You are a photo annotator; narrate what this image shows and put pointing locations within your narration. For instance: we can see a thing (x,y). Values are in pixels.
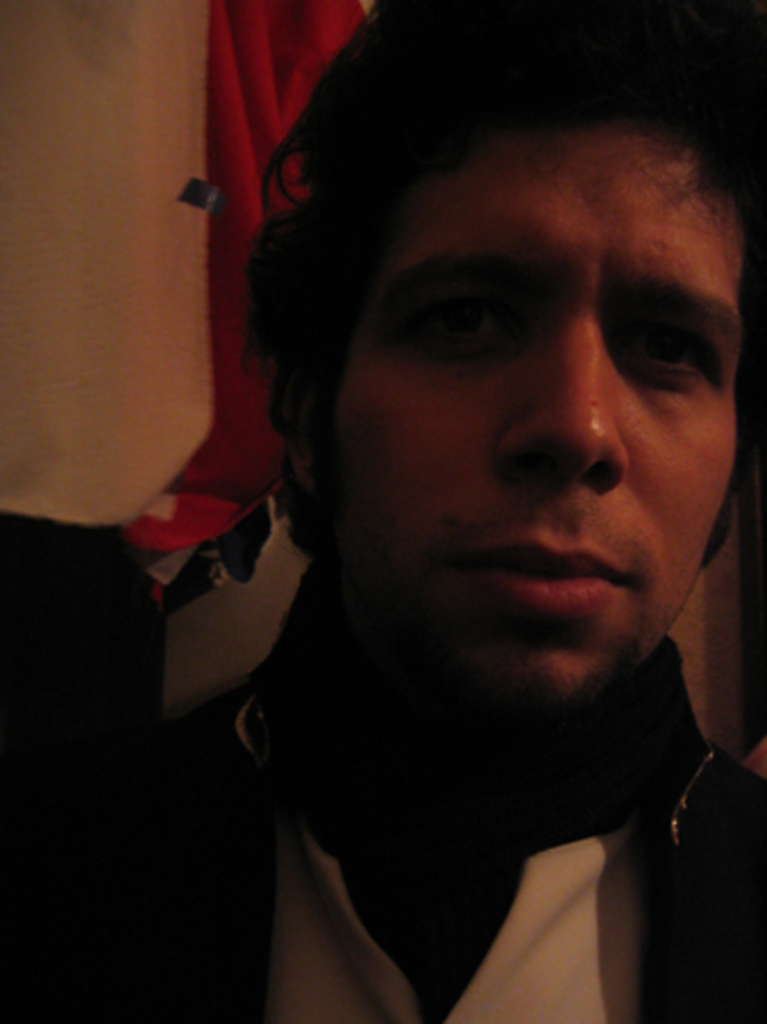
In the foreground of this picture (522,312) we can see a man (424,832) seems to be standing. In the background (154,300) we can see some other items (203,304).
